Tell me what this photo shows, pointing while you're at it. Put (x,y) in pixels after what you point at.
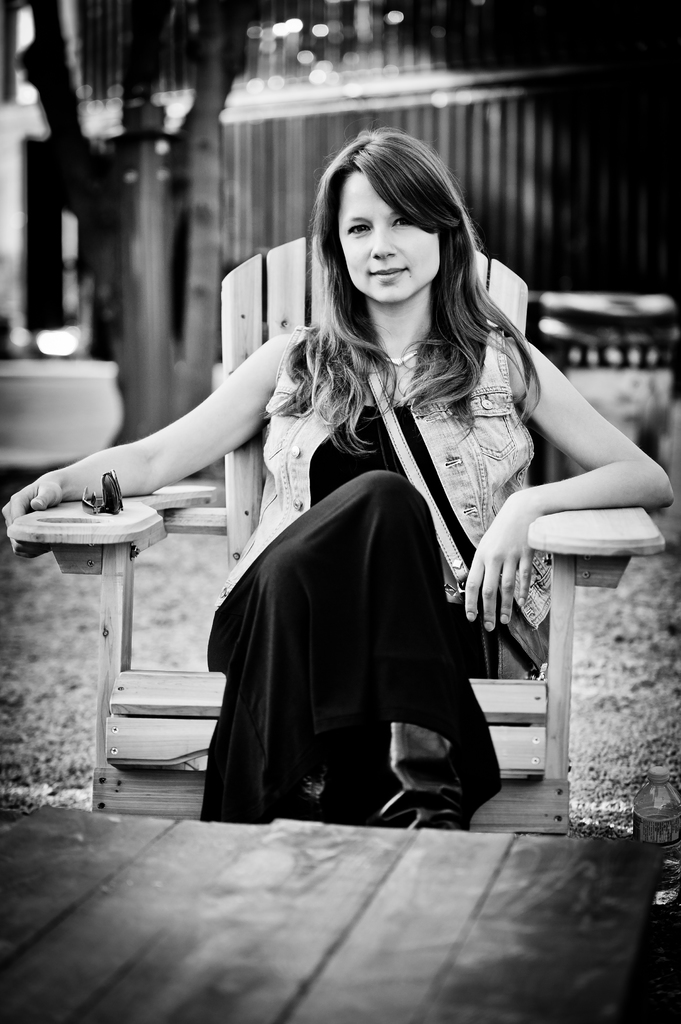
This is a black and white image, in this image there is a woman (384,641) sitting in a chair (260,306), in front of the woman (254,784) there is a wooden platform (235,824), behind the woman (285,372) there are trees (154,240) and some objects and a wall (323,156).
